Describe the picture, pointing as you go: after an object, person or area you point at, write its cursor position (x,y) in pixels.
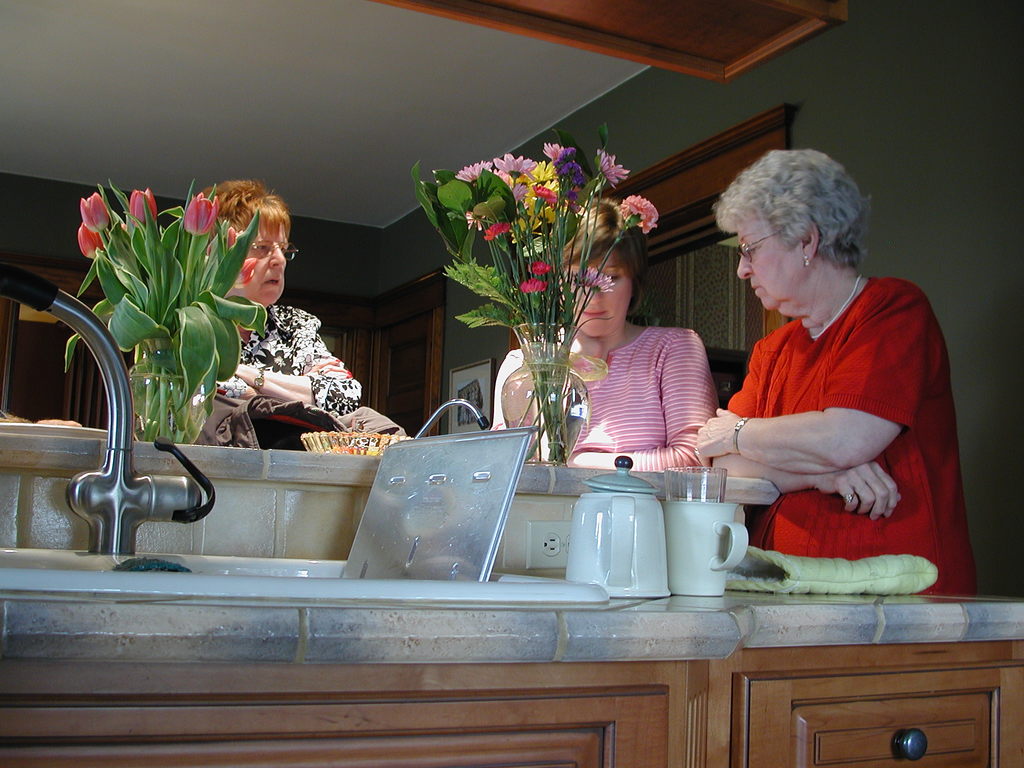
In this picture I can see few woman (677,431) and I can see couple of flower pots (176,403) and I can see a wash basin (231,591) and a glove (785,570) on the counter top (685,626) and I can see a cup (721,567) and a kettle (599,558) and I can see doors (424,328) and cupboards (526,708).
